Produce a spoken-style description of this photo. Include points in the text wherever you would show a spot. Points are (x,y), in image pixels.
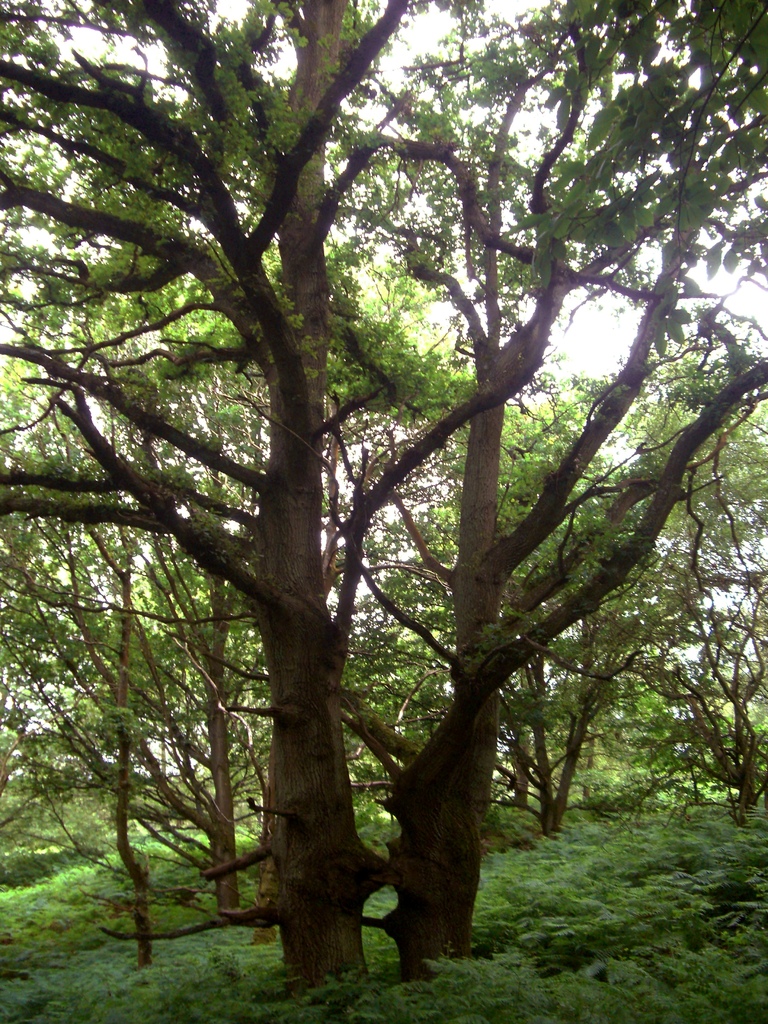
In this image I can see trees (208,625) in green color. Background (588,340) I can see sky (599,337) in white color.
